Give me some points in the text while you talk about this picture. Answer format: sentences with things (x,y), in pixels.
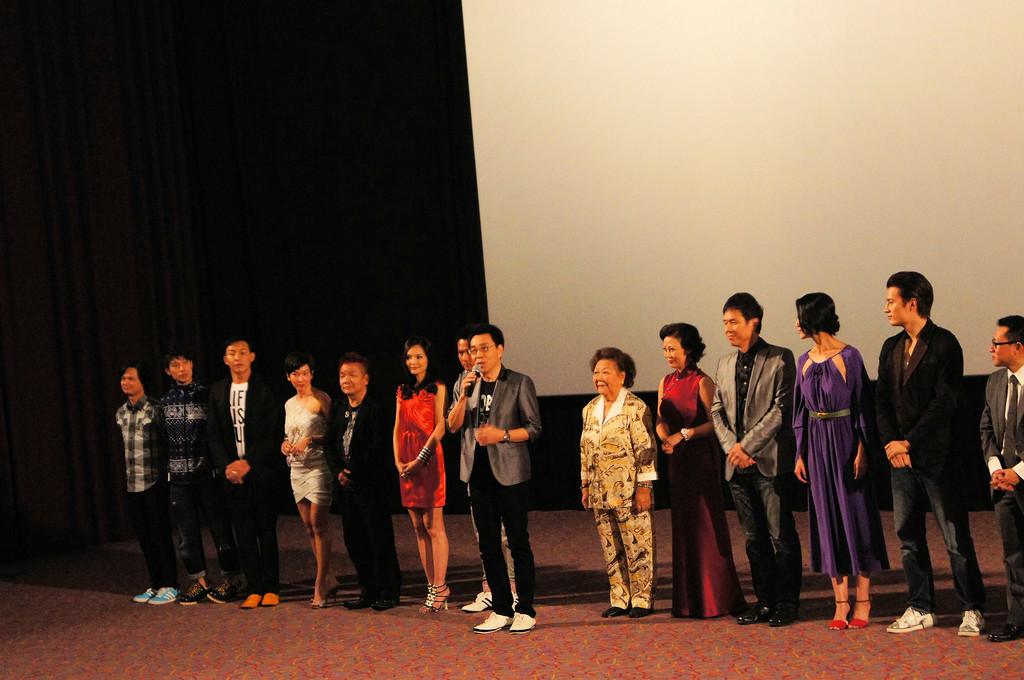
In this image there are group of people (1019,478) standing in the stage (646,673) in which one of them is speaking in microphone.
